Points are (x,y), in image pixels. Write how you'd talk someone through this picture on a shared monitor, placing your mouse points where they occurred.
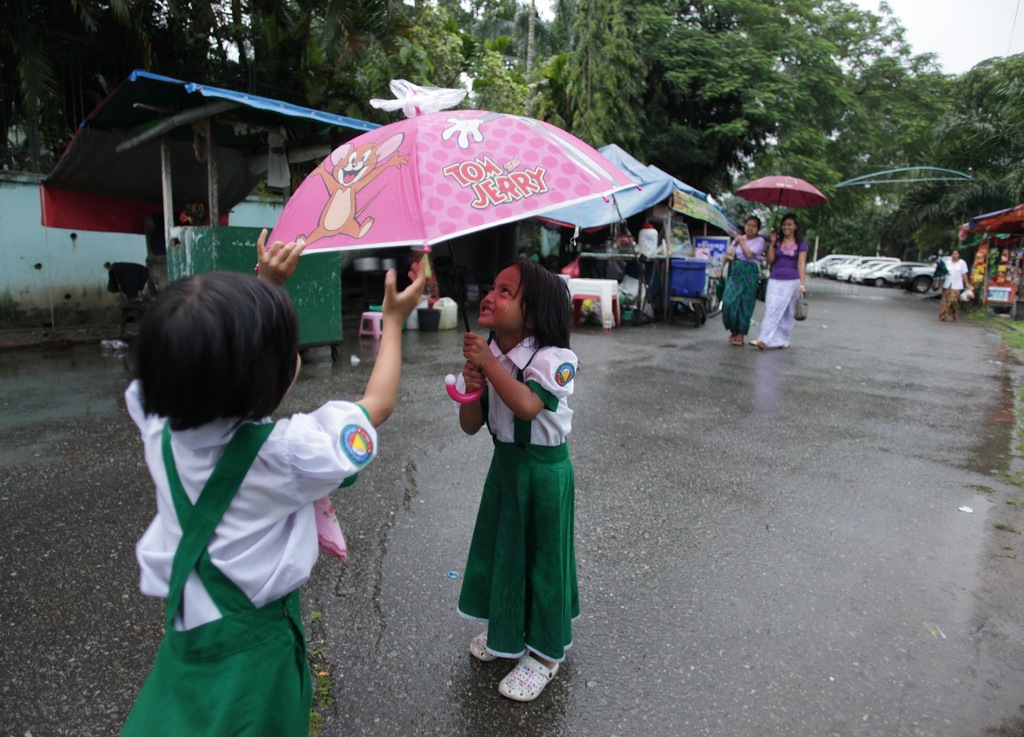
In this image, we can see kids (378,410) wearing uniform (323,432) and one of them is holding an umbrella (436,165) and in the background (749,234), there are some other people (760,256) and one of them is holding a bag (796,313) and an umbrella (775,195) and we can see trees (544,53), sheds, some packets (988,267), boxes (678,277), tents (642,197) and some other objects (607,245) and there are vehicles (887,274) on the road (647,501).
